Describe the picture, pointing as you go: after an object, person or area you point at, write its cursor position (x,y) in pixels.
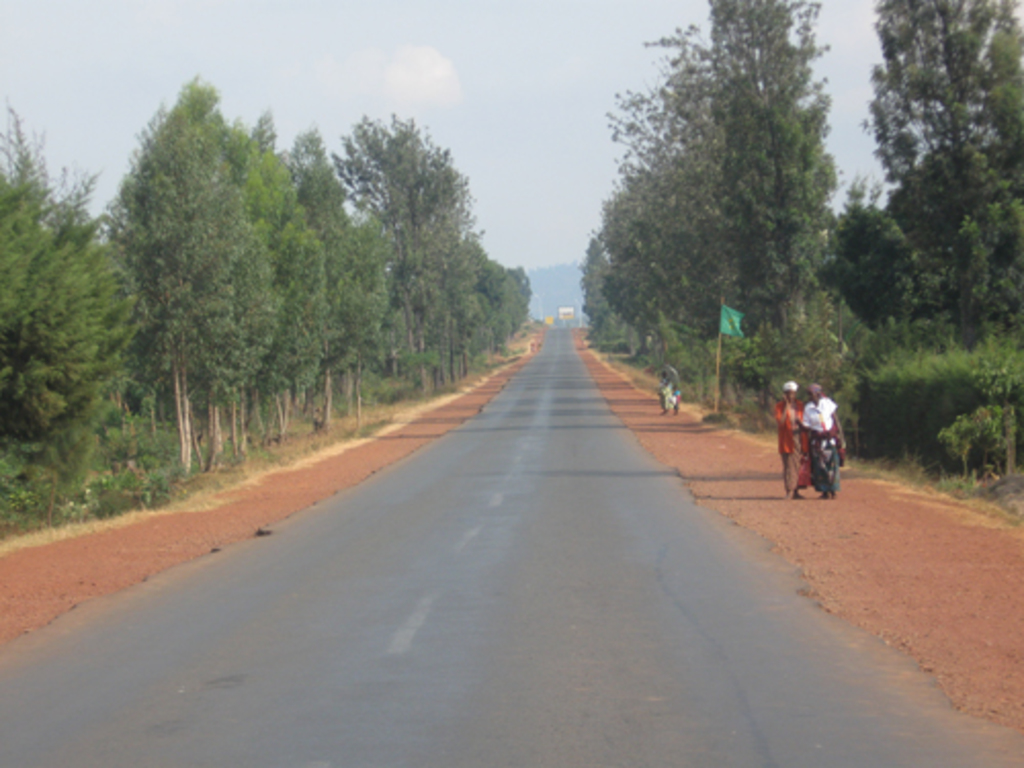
In the center of the picture (418,471) it is road (745,739). On the right (696,362) there are trees (850,302), soil (687,442), flag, plants (711,398) and people (822,450). On the left (210,320) there are trees (222,320), grass (305,442) and plants (129,449). In the center of the background (506,309) there are trees (560,290). Sky (516,87) is sunny.
